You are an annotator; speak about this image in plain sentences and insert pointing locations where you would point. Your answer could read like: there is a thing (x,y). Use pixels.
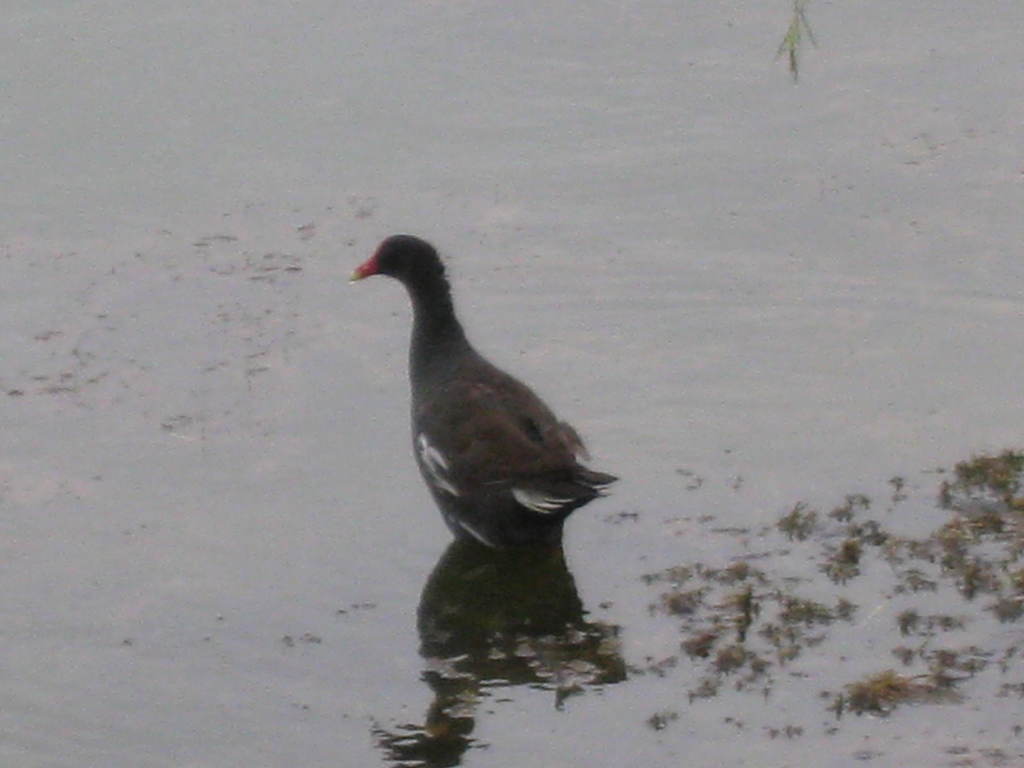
In this image we can see a bird (523,399) on the surface of the water (725,385). We can also see the grass (1013,474) on the right (984,503).
